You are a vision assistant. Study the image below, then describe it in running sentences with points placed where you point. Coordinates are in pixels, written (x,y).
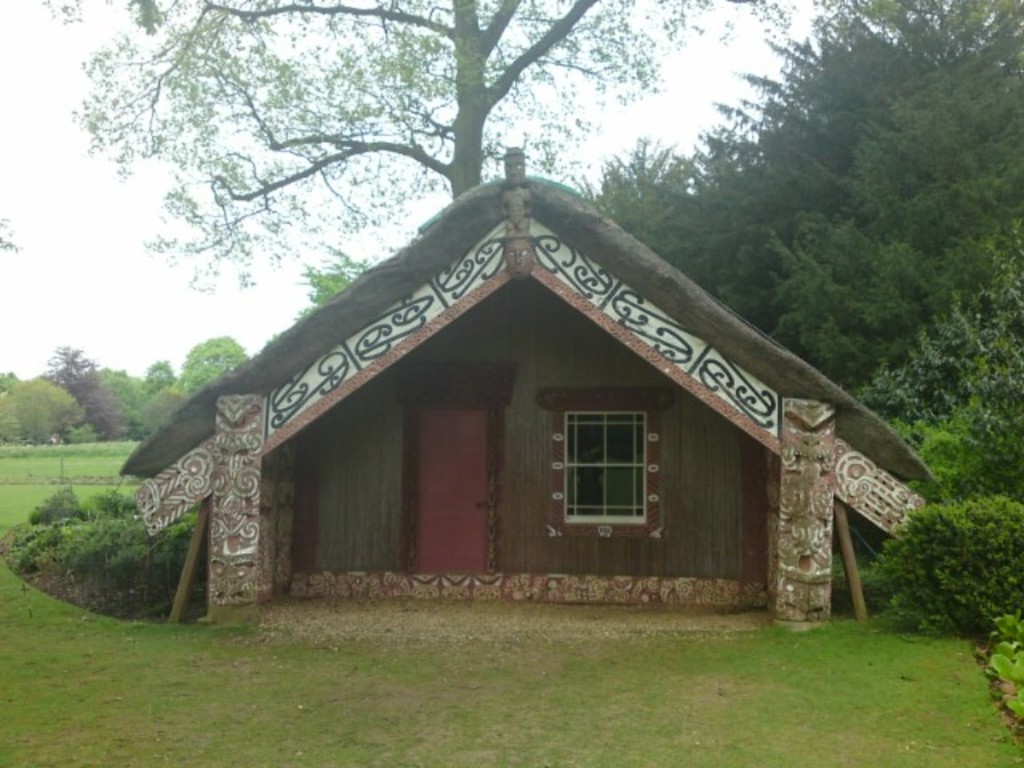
In this picture there is a hut (790,610) in the center of the image (395,272) and there is greenery (642,177) around the area of the image, there is a door (473,510) and a window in the center of the image (600,501).
